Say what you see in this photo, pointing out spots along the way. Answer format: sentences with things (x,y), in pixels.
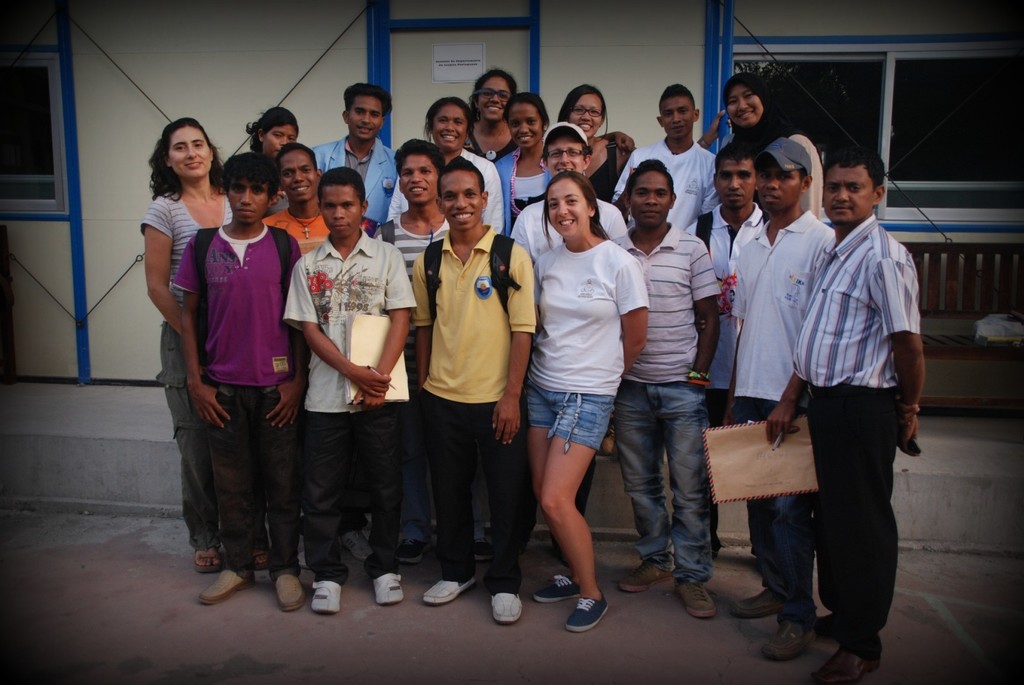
In this image there are a group of people (385,253) standing and some of them are wearing bags (278,249), and some of them are holding some objects (365,329). And in the background (843,92) there is a building (292,79), windows (965,151) and some poster (450,65). At the bottom (139,559) there is a walkway (947,590).
